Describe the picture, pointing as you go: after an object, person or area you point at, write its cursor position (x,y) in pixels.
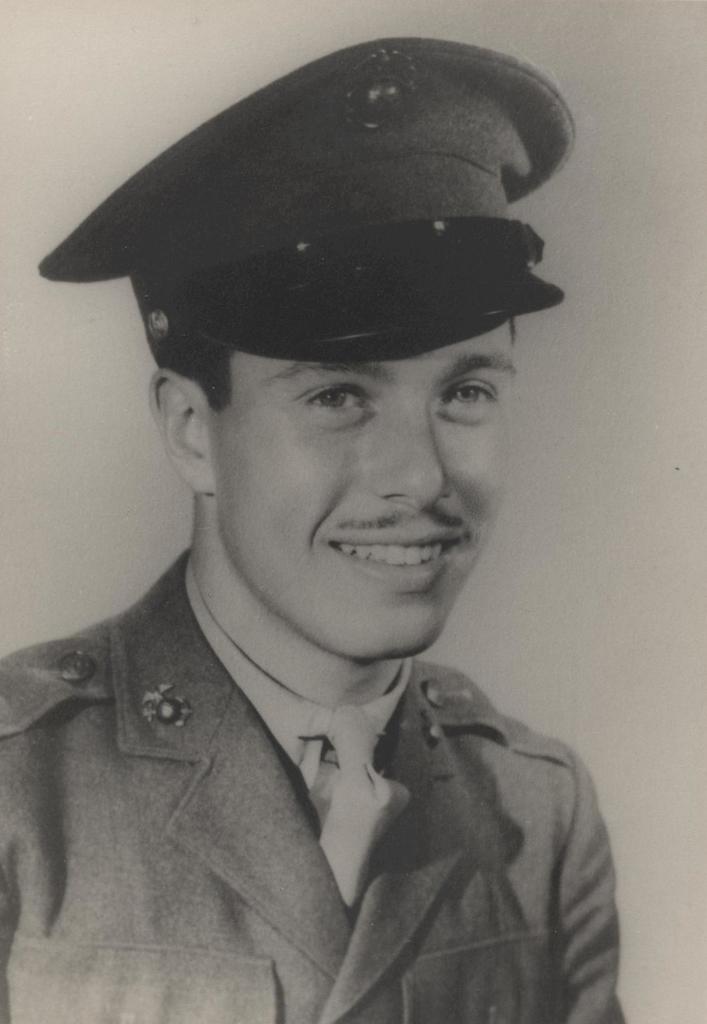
This is a black and white picture and in this picture we can see a man (221,791) wore a cap (384,298) and smiling.
